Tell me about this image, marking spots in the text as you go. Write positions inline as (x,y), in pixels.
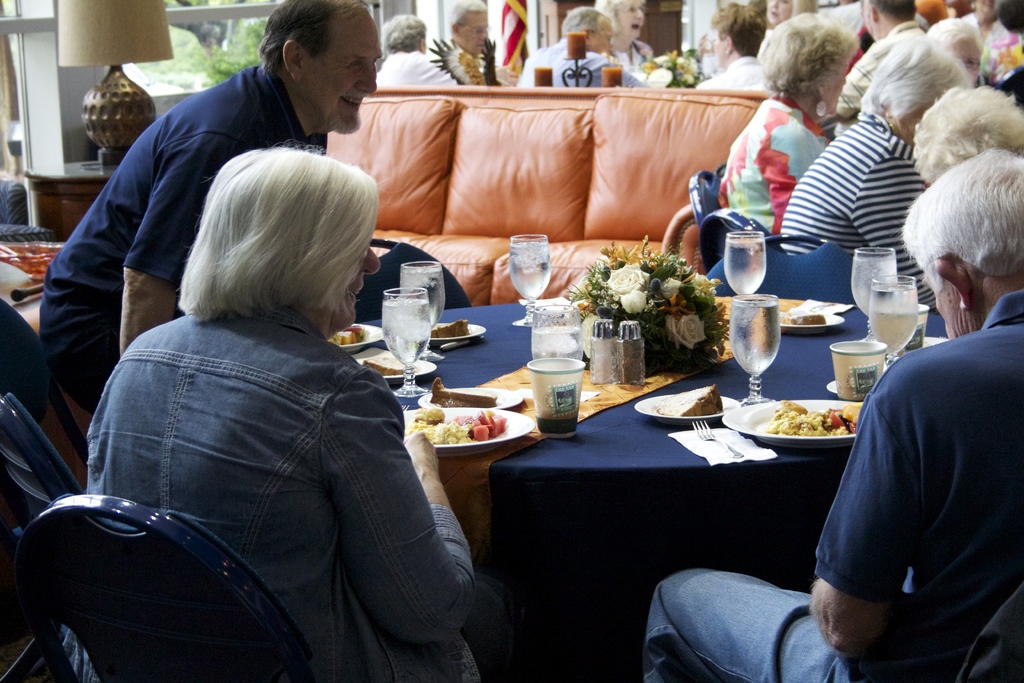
Persons (931,564) are sitting on a chairs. This is couch (530,169). On this table (787,384) there are glasses (756,374), flowers (706,320), plates (756,421) and food (461,400). Far there is a flag (514,64). On this table (79,170) there is a lantern lamp (102,122).
